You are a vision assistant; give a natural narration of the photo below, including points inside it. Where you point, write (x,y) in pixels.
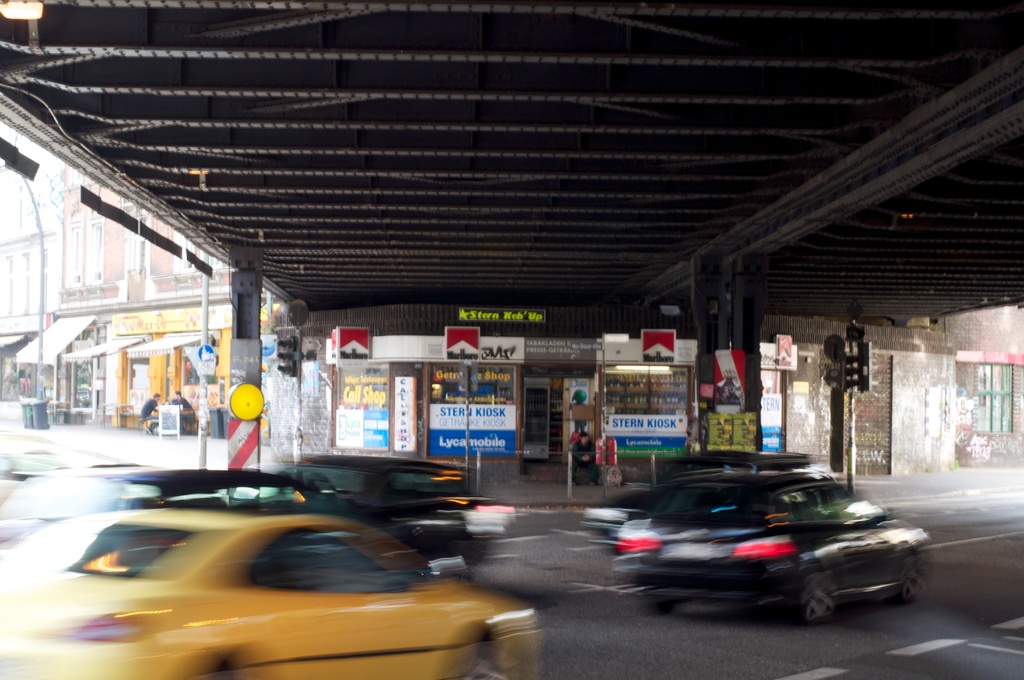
In this image I can see a road (640,617) in the front (897,569) and on it I can see number of cars (715,481). In the background (177,416) I can see few poles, few sign boards (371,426), number of stores (524,398), number of boards (619,451) and on these boards (171,427) I can see something is written.
